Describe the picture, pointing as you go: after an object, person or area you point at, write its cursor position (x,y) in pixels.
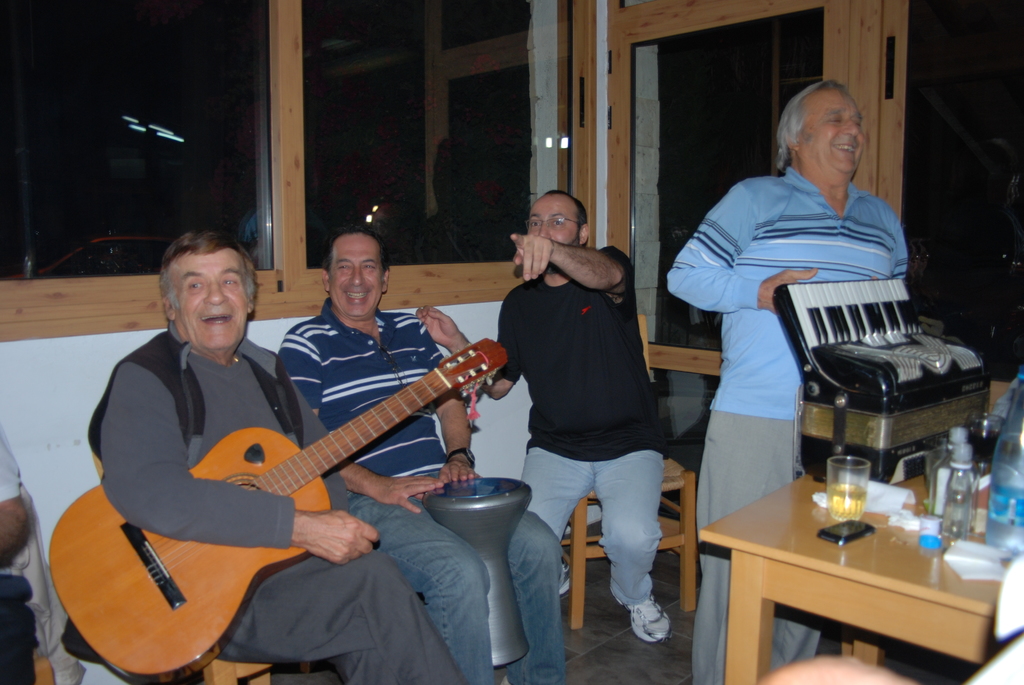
There are chairs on that some peoples (261,388) are sitting and a man (147,492) holding a music instrument (230,559) and there is a table (879,590) of yellow color and on that table (820,580) there is a glass (843,493), mobile (849,533), and a music instrument (917,460) and in the background (879,170) there is a glass windows (631,85) in yellow color.
